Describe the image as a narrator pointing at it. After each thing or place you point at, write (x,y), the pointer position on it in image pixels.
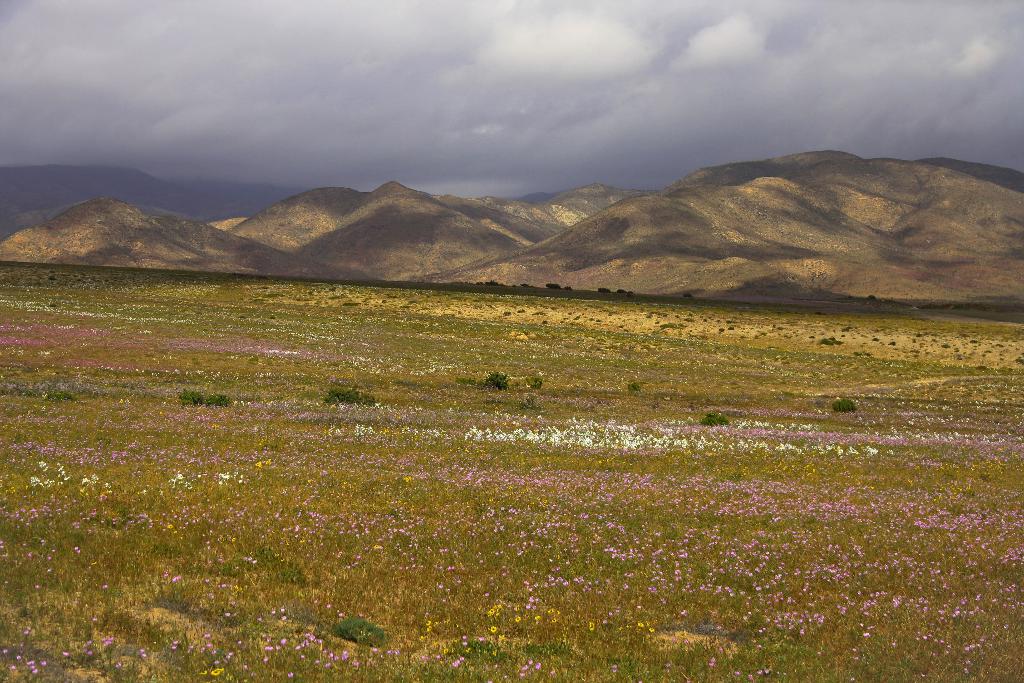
In this image there are plants (416,388) and grass (333,589) on the ground (333,589). There are flowers (295,467) to the plants (408,480). In the background (341,269) there are mountains (458,225). At the top (514,109) there is the sky (445,118).
